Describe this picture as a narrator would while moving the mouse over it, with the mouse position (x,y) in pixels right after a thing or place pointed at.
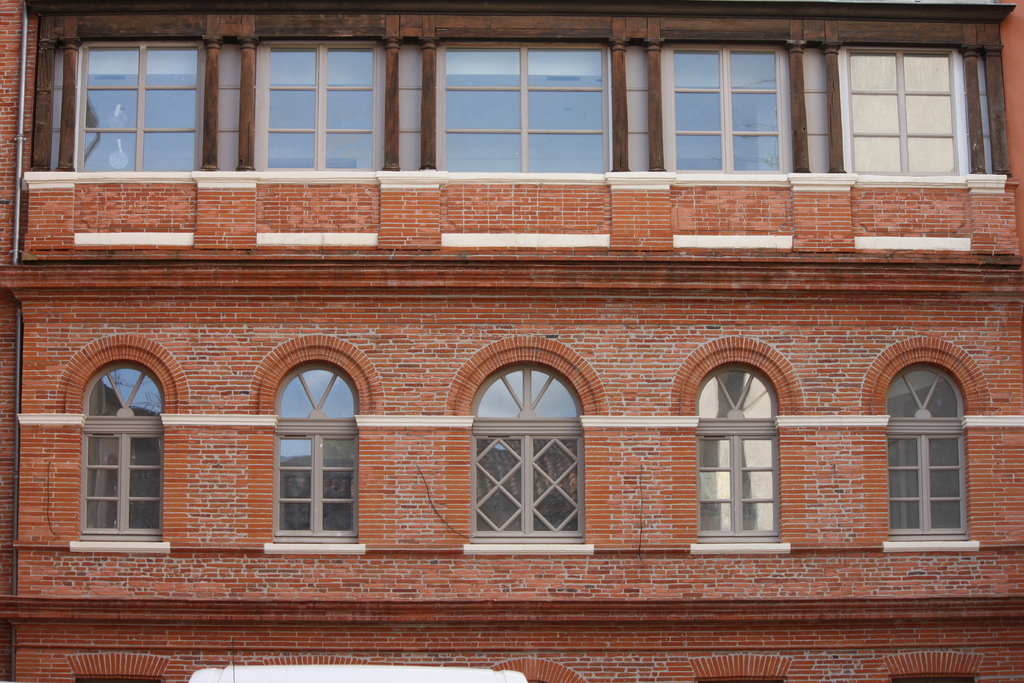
In this picture I can see some windows (297,524) to the building (122,624).
